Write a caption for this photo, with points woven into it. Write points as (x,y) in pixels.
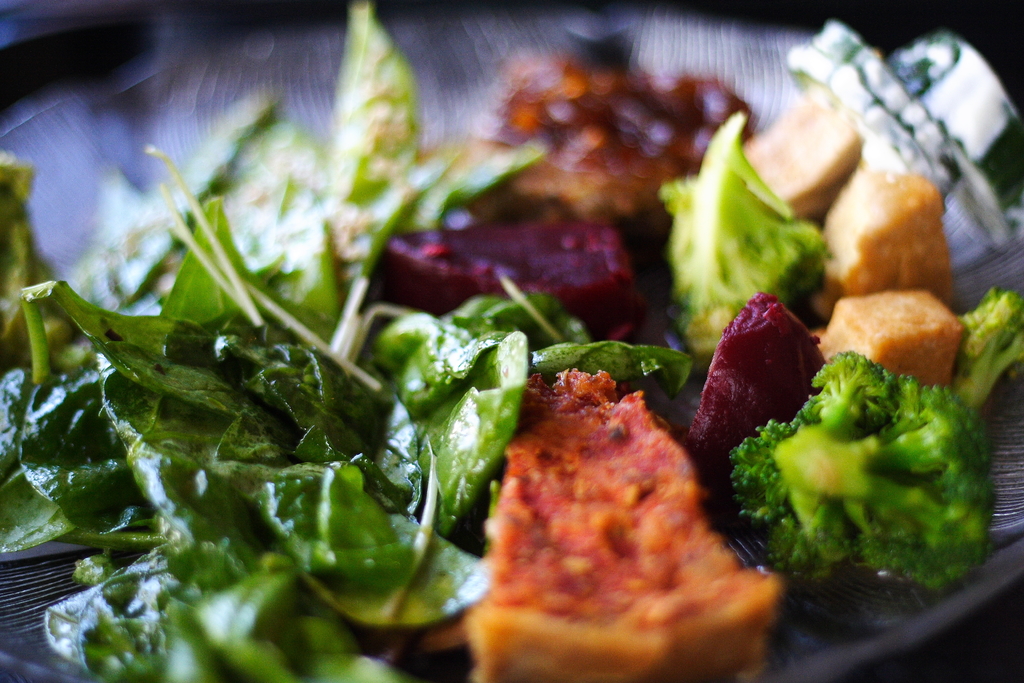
In this picture we can see vegetable leaves (524,380) and food (733,357) on a plate (198,126). In the background of the image (669,30) it is blurry.
